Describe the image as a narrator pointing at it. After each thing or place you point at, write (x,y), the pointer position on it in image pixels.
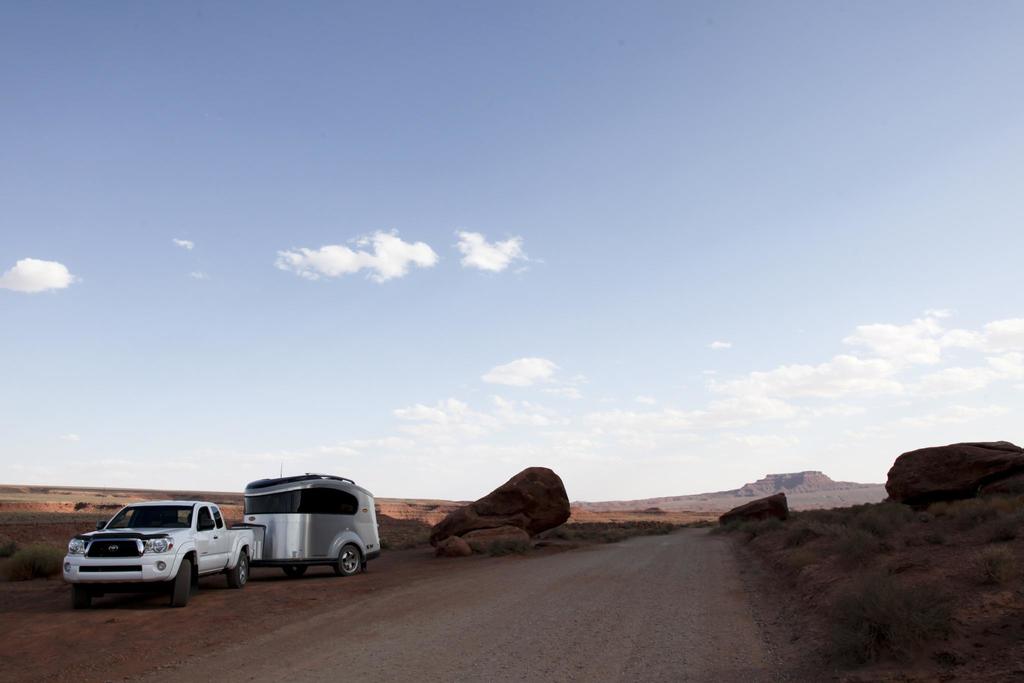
In this picture we can see vehicles (359,507) on the ground (543,594), plants (23,568), rocks (960,481) and in the background (241,174) we can see the sky (546,301).
